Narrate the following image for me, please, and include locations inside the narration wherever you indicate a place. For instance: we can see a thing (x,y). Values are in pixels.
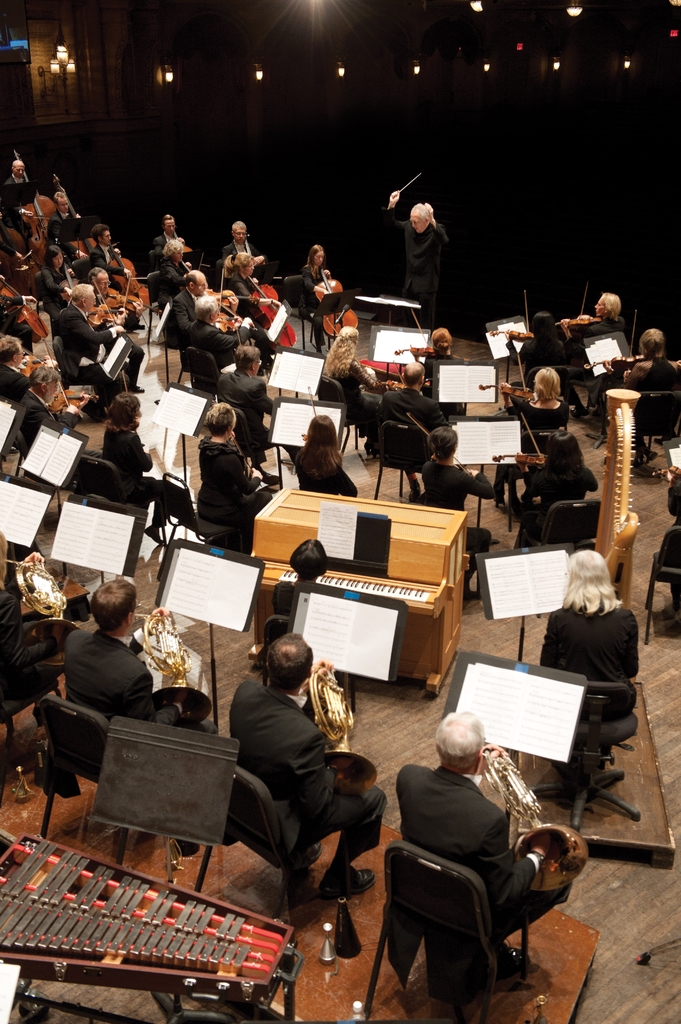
In this picture we can see some persons (55,219) sitting on the chairs (569,790). These are the music sheets (530,713) and they are playing musical instruments (533,439). On the background (631,63) we can see some lights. And this is the floor (399,733).
